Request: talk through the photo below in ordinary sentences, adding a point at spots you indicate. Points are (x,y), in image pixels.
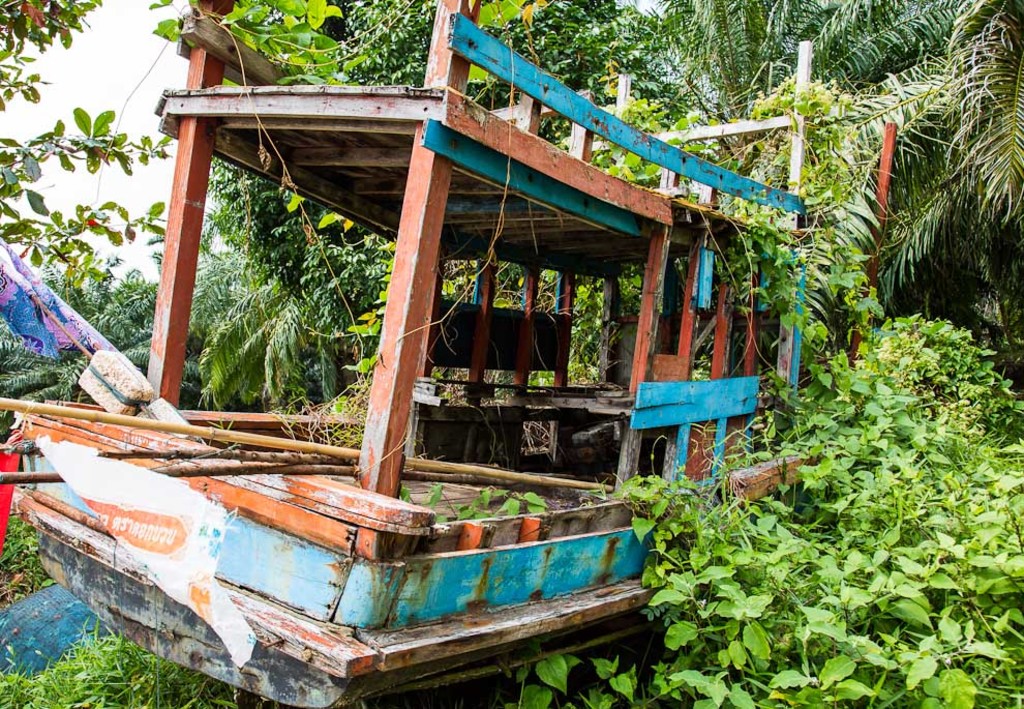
In the image there are many trees (508,4). In the middle of the image (654,431) there is a boat (159,629) with wooden poles (216,472), stones (104,354) and some other things (198,612).
